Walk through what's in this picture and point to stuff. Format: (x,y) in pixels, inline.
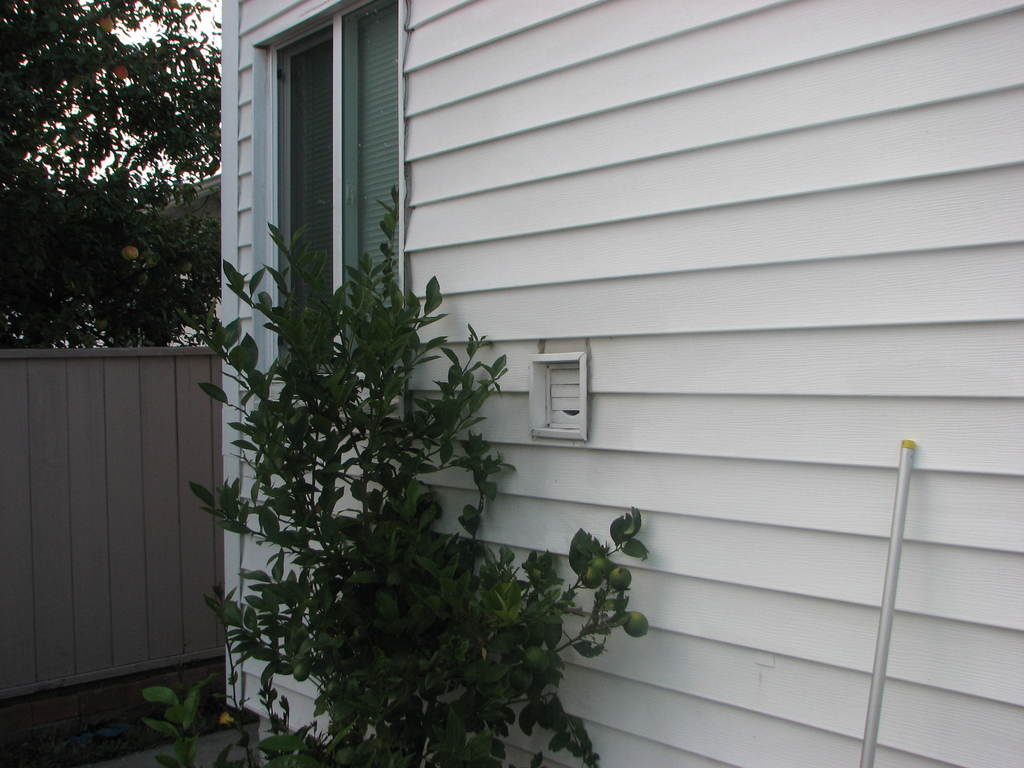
In this image we can see a house (765,506). There is a plant (486,651) and tree (53,267) in the image. There is an object (877,710) at the right side of the image (878,631).
